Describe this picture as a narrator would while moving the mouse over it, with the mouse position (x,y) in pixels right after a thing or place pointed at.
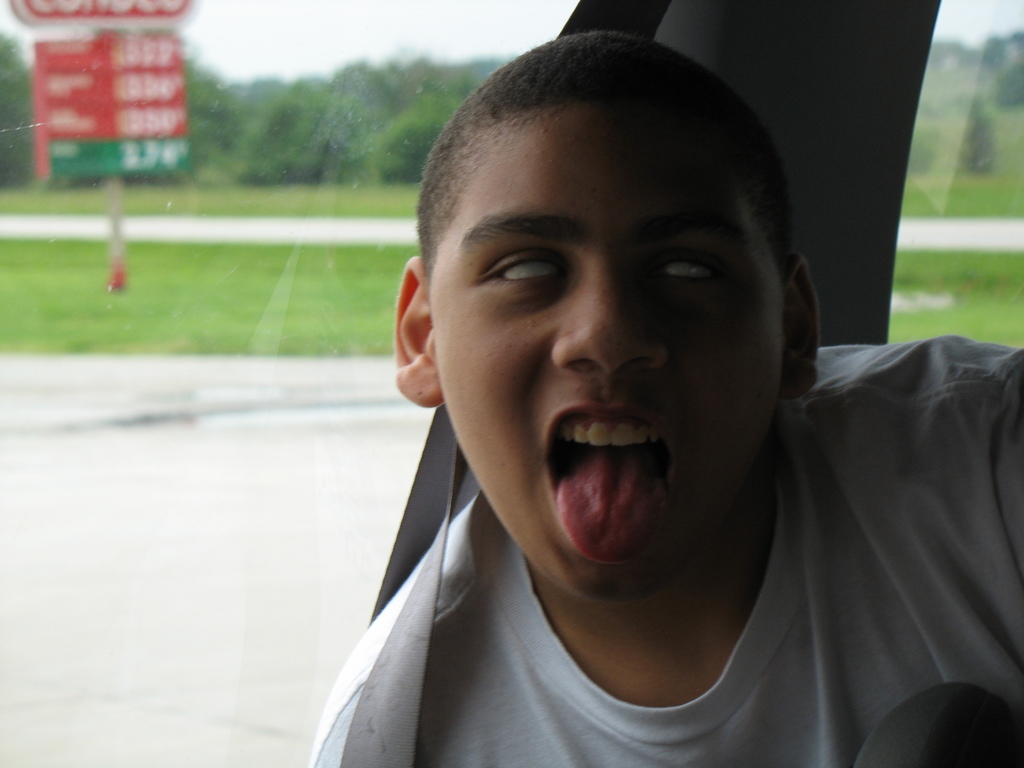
In this image, we can see a boy (627,617) is open his tongue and he is inside the vehicle (736,83). Here we can see a seat belt (386,682). Background (216,488) there is a glass window (302,298). Through the glass window (232,372) we can see the outside view. Here we can see grass (965,296), sign boards (115,157) with pole (112,216), so many trees (292,145) and road (260,525).
